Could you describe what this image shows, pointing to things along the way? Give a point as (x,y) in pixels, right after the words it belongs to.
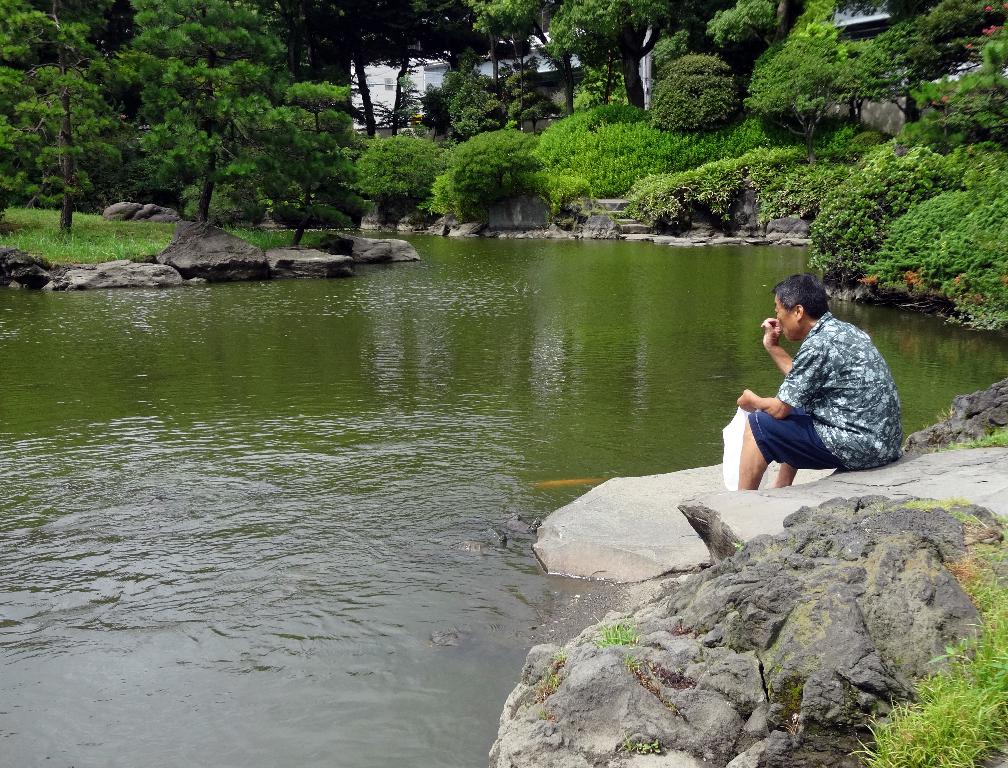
In the foreground of the picture (854,639) there are rock (908,544), grass (1000,645), man (801,422), water (411,582) and water animals (504,528). At the top of the picture (679,128) there are plants (611,131), trees (28,127), rocks (310,275), water (371,272) and building (388,74).
